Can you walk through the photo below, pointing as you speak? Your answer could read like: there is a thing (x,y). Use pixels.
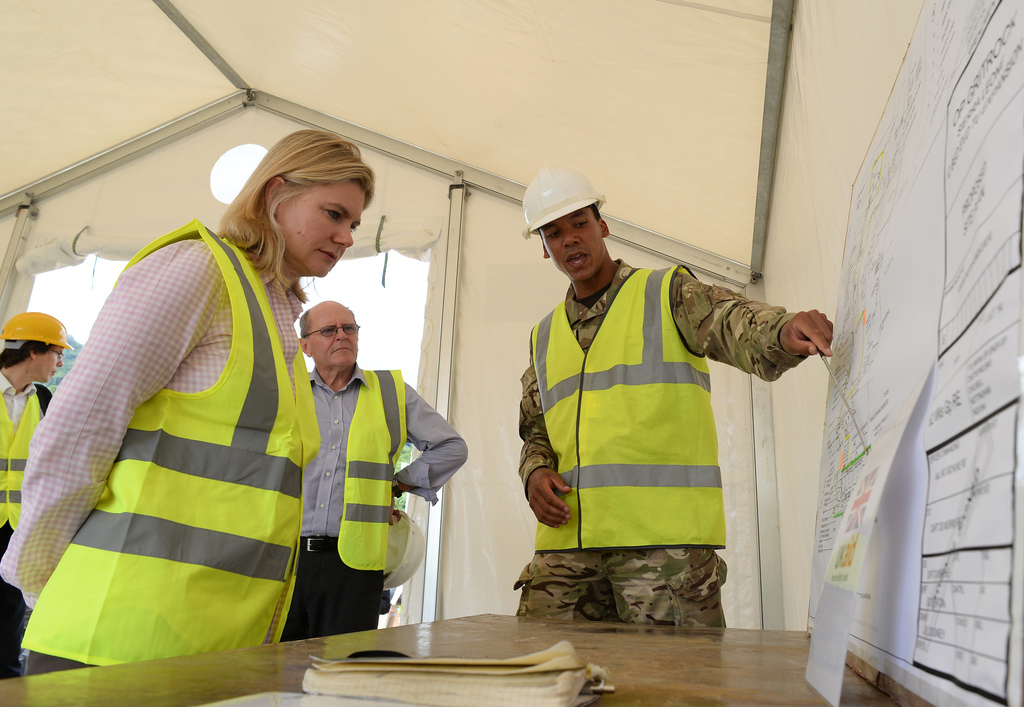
This picture describes about group of people (355,427), few people (586,240) wore helmets (560,211), in front of them we can see few papers (932,399) and a book (570,657) on the table (677,670), and they are in the tent (429,150).
